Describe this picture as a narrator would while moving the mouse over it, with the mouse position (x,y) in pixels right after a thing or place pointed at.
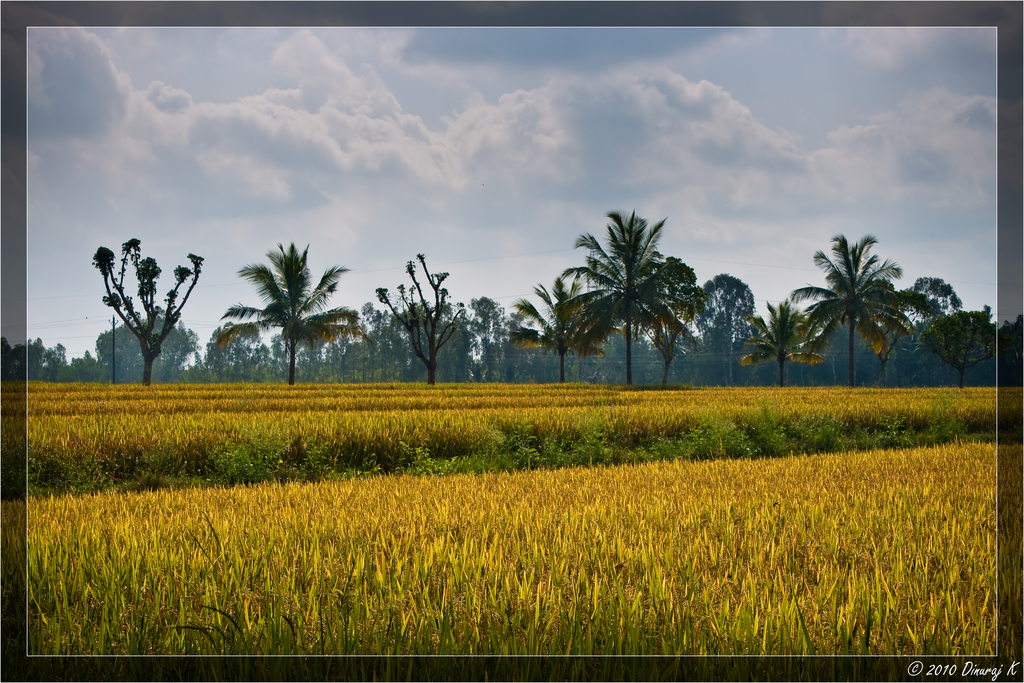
At the bottom of the picture (588,483), we see the field crops (624,507). There are trees (349,349) in the background (583,343). At the top of the picture (279,215), we see the sky (304,192) and the clouds (364,160). This picture looks like a photo frame.
